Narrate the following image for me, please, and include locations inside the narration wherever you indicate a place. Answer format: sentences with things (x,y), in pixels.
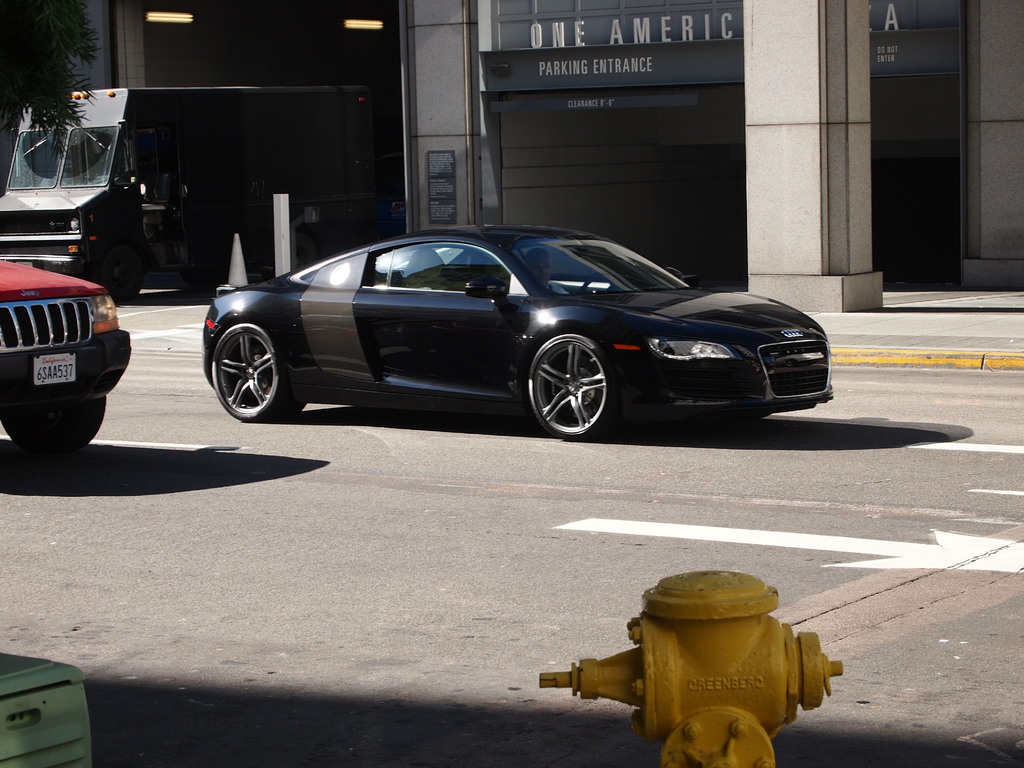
We can see yellow hydrant (658,707), object (81,685) and vehicles (114,354) on the road (396,542). In the background (373,111) we can see buildings (145,63), tree (59,122), lights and pillar (832,136).
